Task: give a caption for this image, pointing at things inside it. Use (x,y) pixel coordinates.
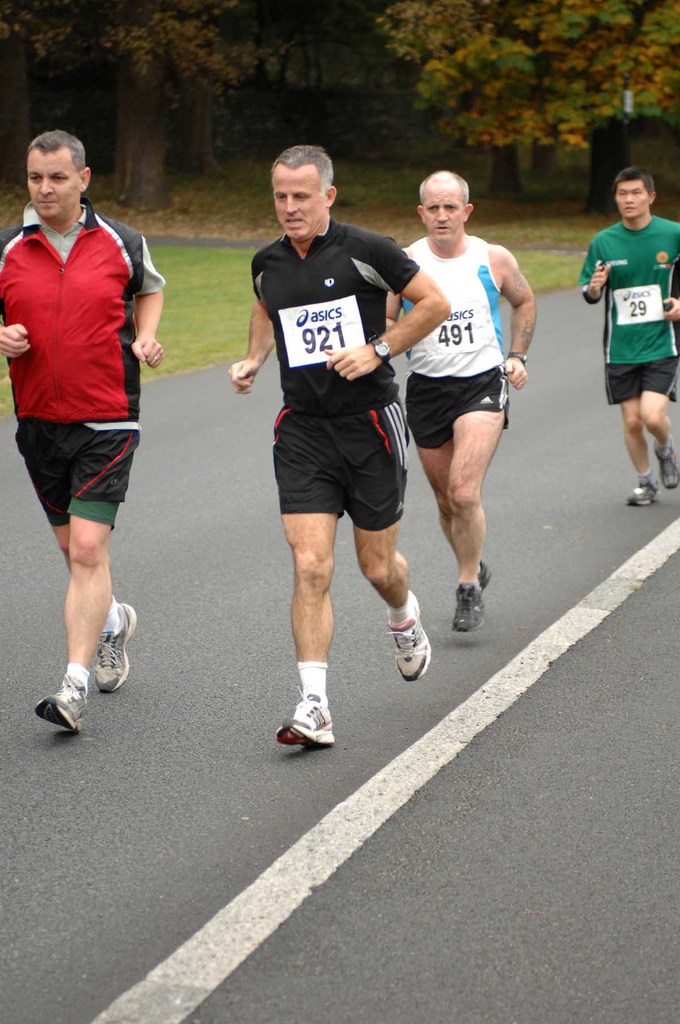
In this image I can see few people (101,430) jogging on the road (544,619). These people (310,441) are wearing the different color dresses (291,424). In the background (621,6) there are many trees (524,10).
